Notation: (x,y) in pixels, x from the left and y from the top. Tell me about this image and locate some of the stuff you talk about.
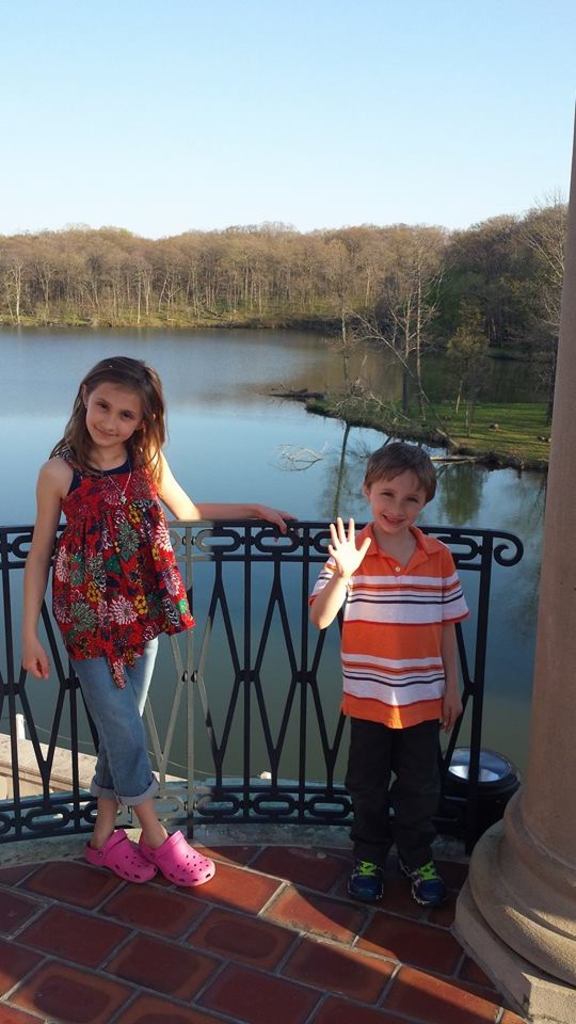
Here we can see a girl (145,533), boy (328,563), grill (303,563) and pillar (537,802). These two people (456,659) are smiling. Background (465,421) there are trees (482,251), grass (478,428), water (287,329) and sky (286,129).
